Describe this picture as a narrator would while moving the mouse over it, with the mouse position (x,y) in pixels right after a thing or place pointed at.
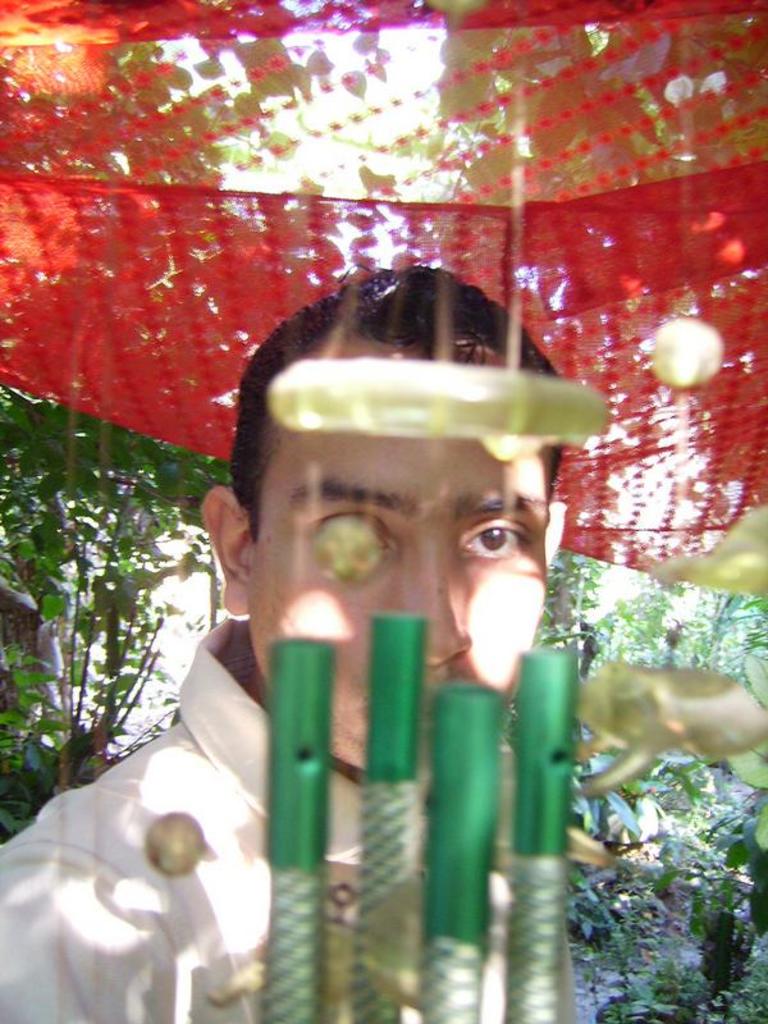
In this image there is a person (456,632) staring at wind Chimes (303,680), behind the person (372,588) there are trees (600,770).
